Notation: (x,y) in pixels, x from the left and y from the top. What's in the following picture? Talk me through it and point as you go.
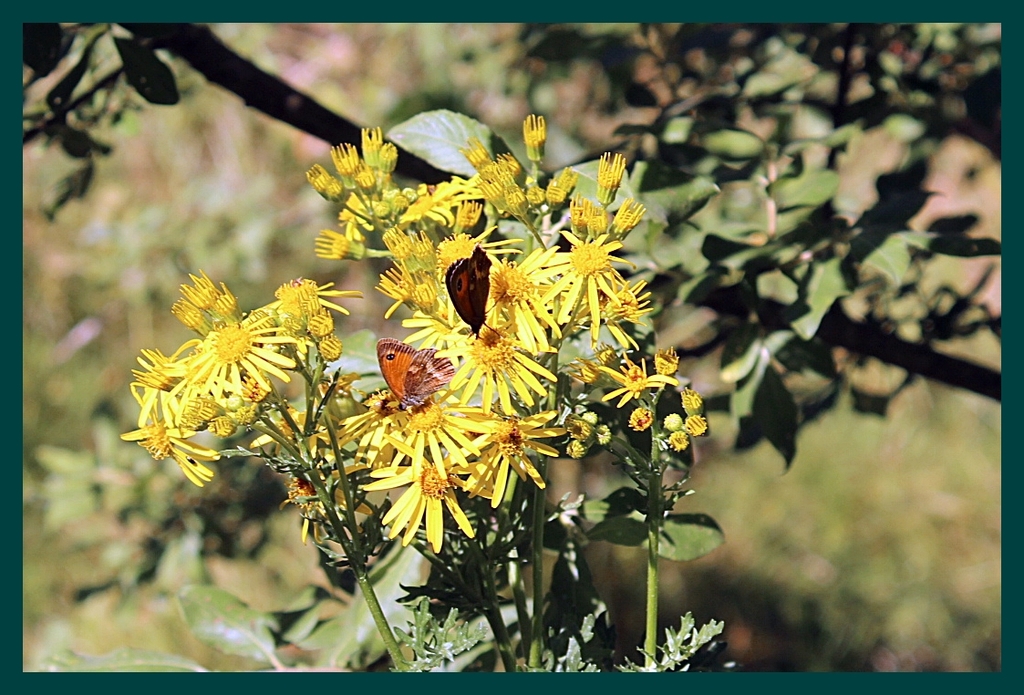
In this picture we can see two butterflies (479,247) on flowers (419,413), plants (663,268) and in the background (339,592) it is blurry.
